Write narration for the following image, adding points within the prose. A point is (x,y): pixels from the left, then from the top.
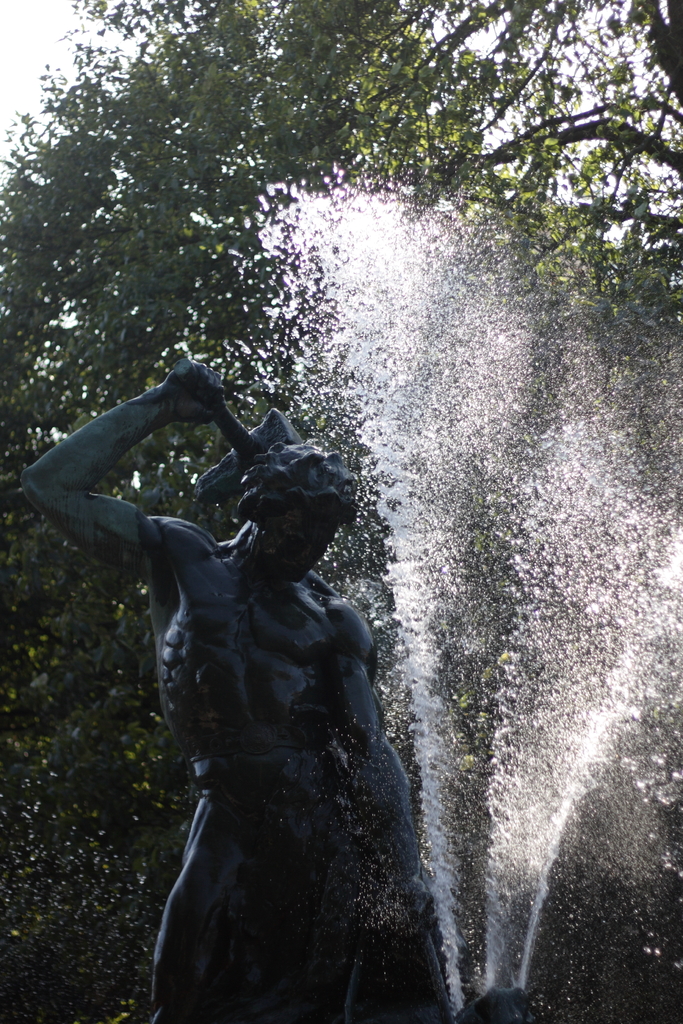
In this picture we can see a statue of a person (291,851) and in the background (441,792) we can see water (497,652), trees (7,317), sky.
